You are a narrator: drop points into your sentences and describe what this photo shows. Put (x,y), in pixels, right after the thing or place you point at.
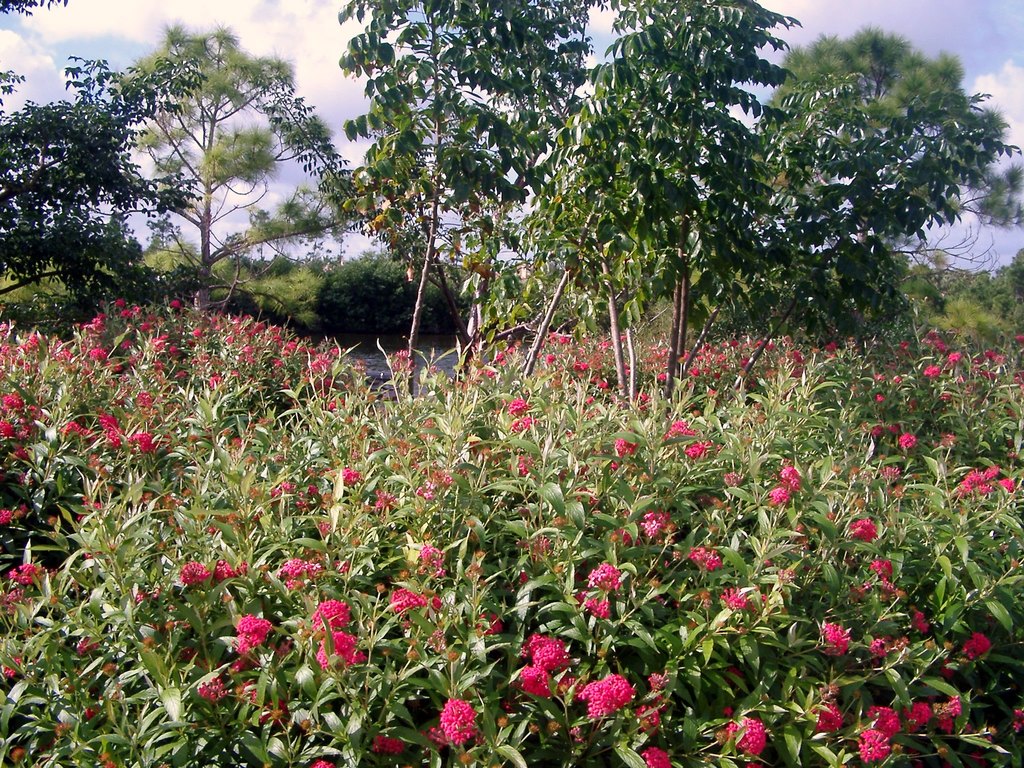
In this image, we can see some plants (645,483) and trees (562,250). There is a sky (311,11) at the top of the image (292,28).
